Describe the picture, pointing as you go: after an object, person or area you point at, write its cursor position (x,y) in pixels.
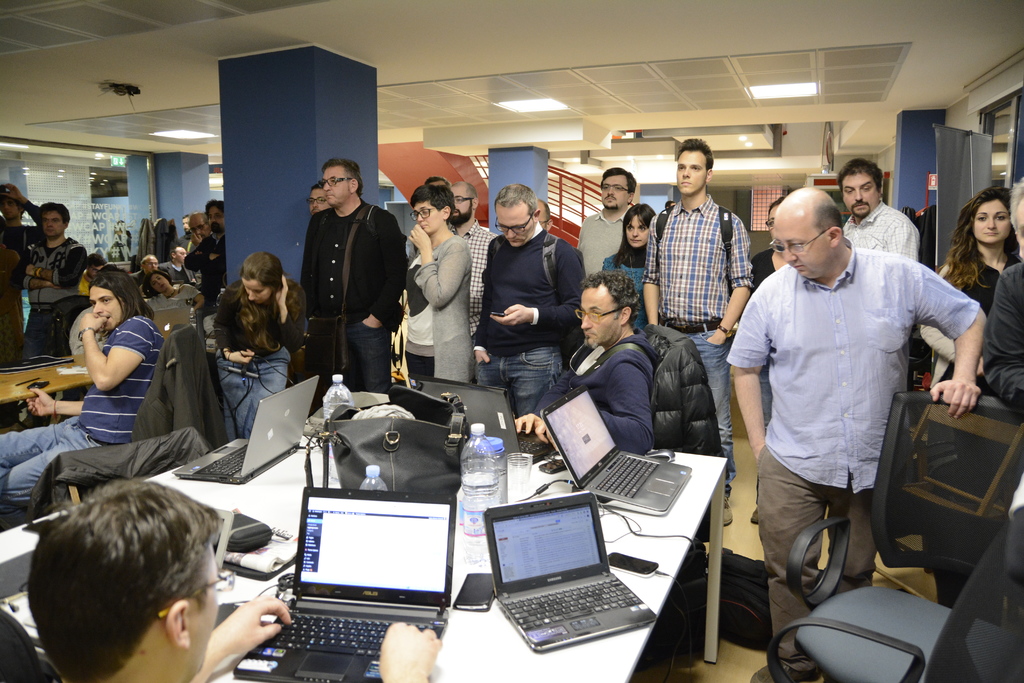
In this image I see number of people (1013,209), in which few of them (65,532) are sitting and rest of them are standing. I also see that there are few laptops (424,541), bottles (347,400), bag (350,459) on this table (713,521) and there are also phones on it. In the background (174,176) I see the pillars (498,164), lights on the ceiling (339,32).
